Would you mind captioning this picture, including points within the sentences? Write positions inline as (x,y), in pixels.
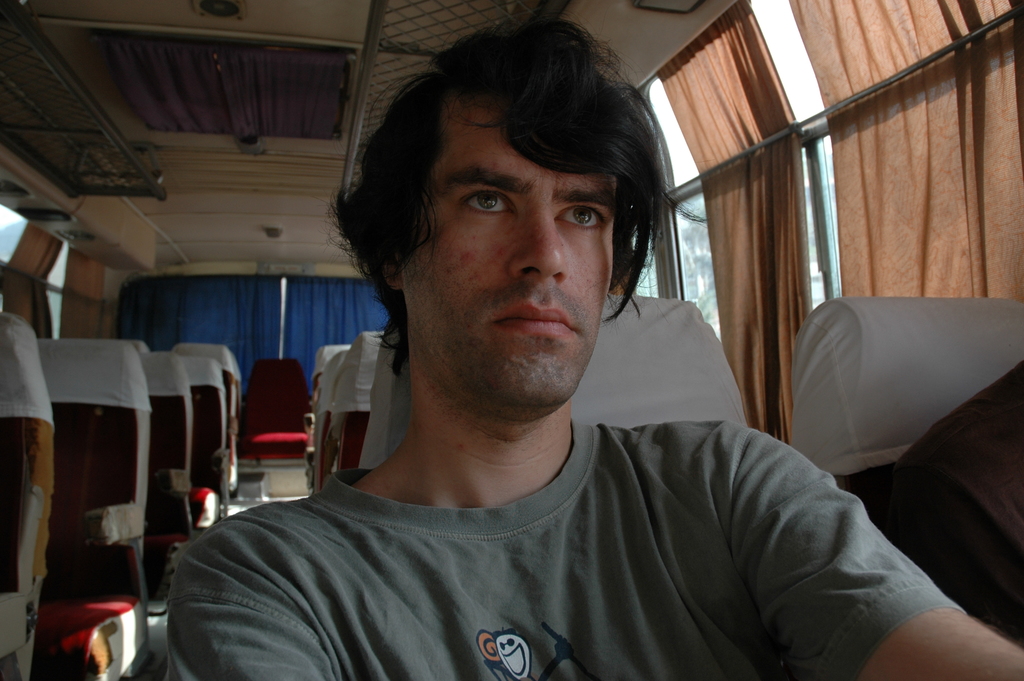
In this image there is a man (581,491) sitting inside a bus (931,460), in the background (22,572) there are seats (250,406).
